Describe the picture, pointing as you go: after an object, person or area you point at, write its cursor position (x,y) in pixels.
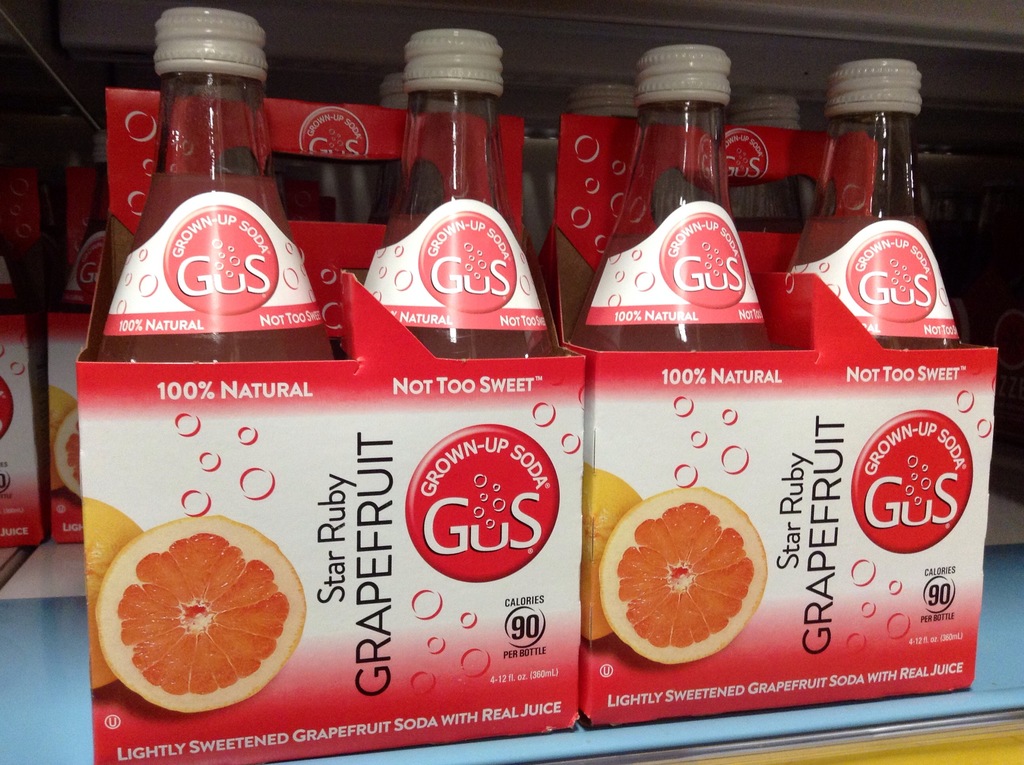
In this image i can see a group of bottle (597,321) kept on the boxes (337,611) and on the box (393,524) there is a some text (329,583) written and there is a piece of grapefruit (196,649) and there is a label (185,320) attached to the bottle (199,68).
